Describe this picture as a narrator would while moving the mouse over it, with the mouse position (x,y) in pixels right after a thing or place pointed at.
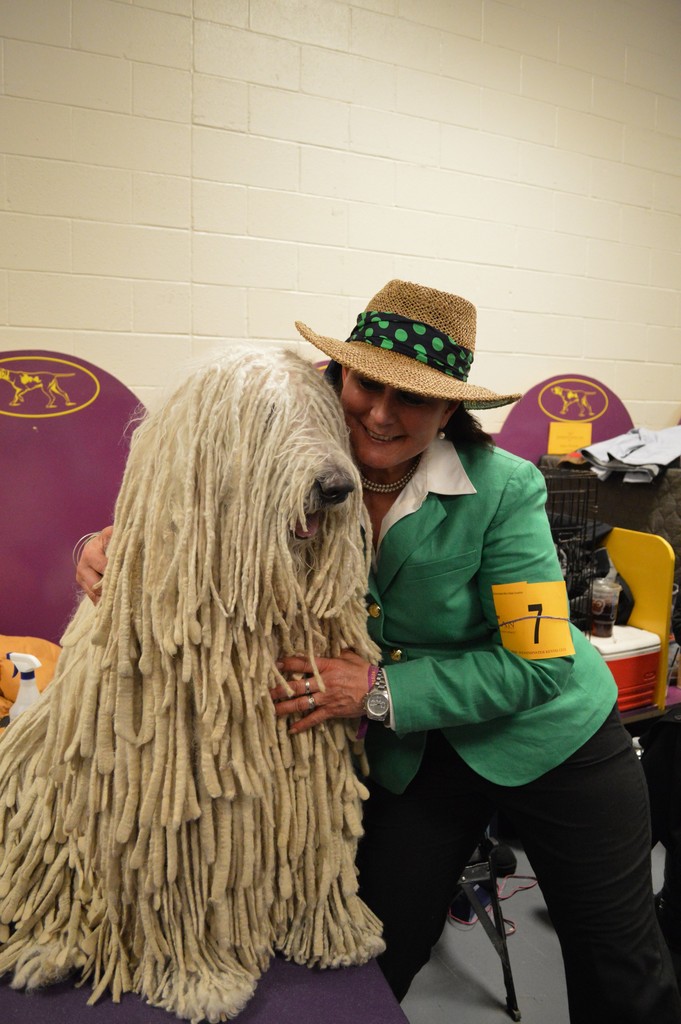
In this image there is a lady person (464,624) wearing green color dress (476,562) hugging her puppy (208,648).
